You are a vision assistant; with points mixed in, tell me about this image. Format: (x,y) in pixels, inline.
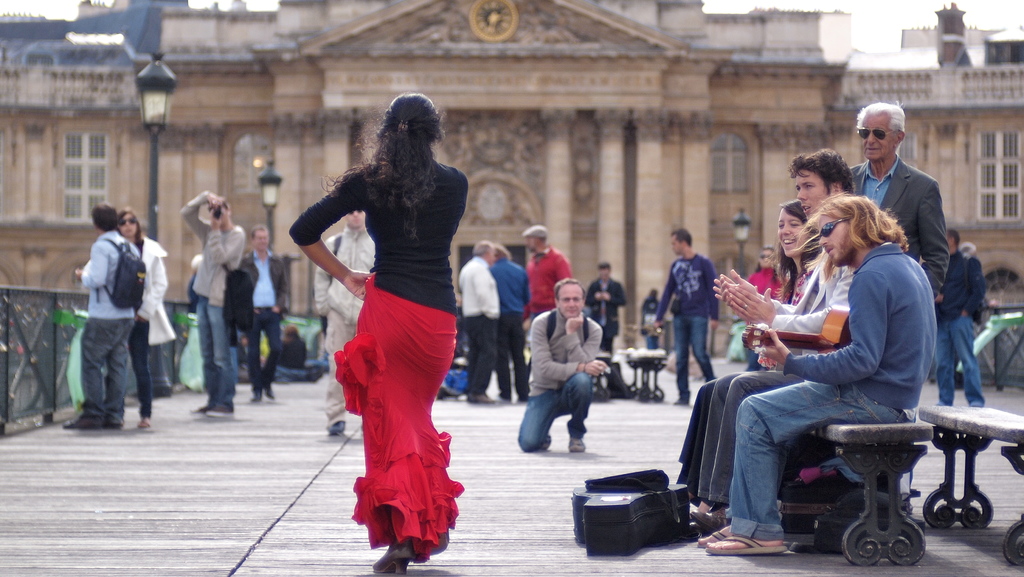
In this picture we can see a woman (400,278) in the black t shirt (414,264) is dancing on the floor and on the right side of the woman (393,319) there are three people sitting on a bench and a person (822,400) is holding a guitar (817,345). In front of the woman (409,318) there are groups of people (690,253) are standing and a person (559,350) is in squat position. Behind the people (208,285) there are poles (272,203) with lights (160,120), building (477,128) and a sky (773,0).
